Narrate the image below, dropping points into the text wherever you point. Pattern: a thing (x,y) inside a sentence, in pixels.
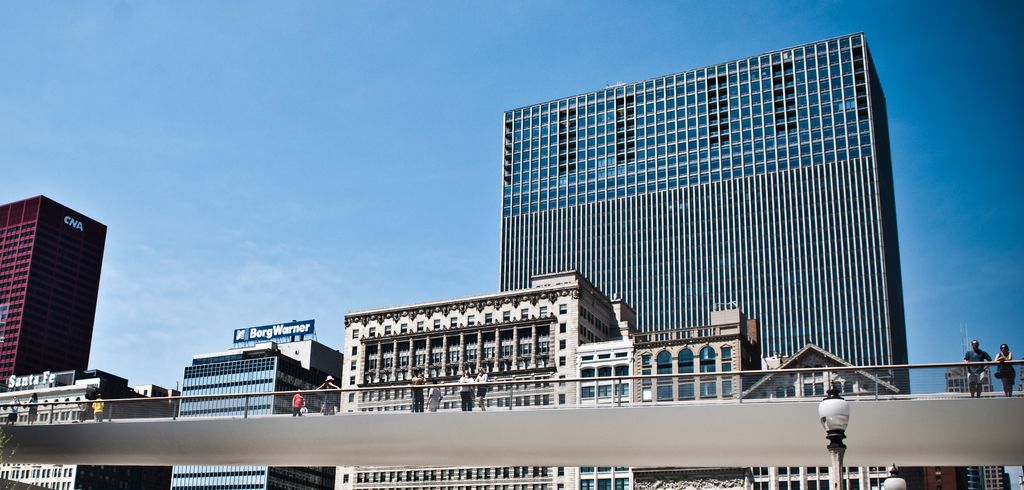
In the picture we can see many buildings (455,359) and near to it, we can see a bridge (868,404) with railing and some people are standing on the bridge (651,407) and in the background (1013,216) we can see a sky (959,207).
